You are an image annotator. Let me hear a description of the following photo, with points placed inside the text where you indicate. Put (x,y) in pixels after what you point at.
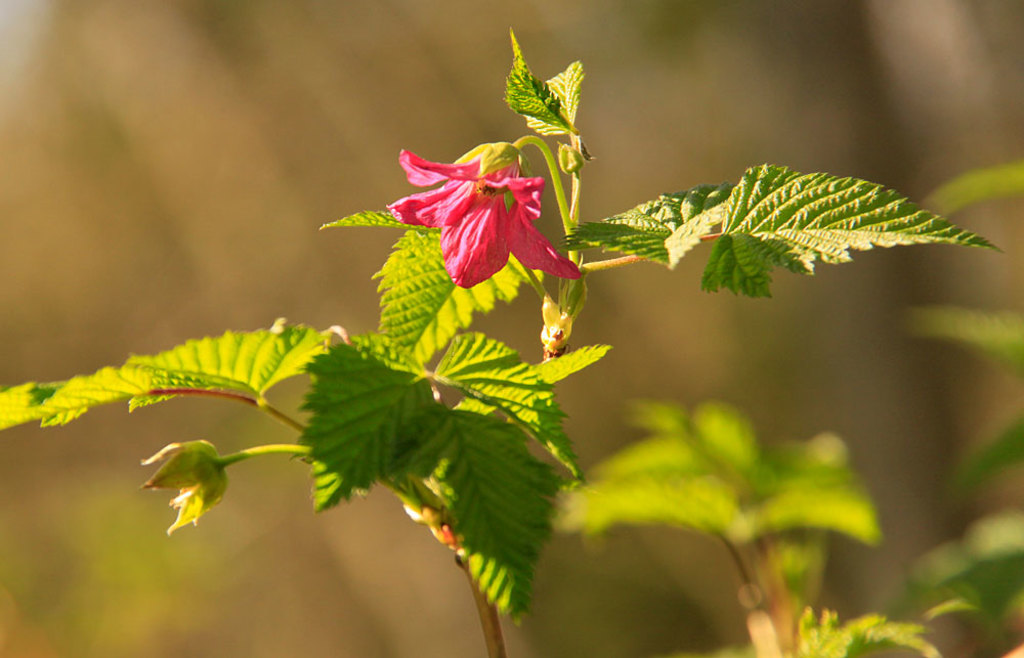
This image consists of a flower (483,255) in pink color along with green leaves (472,496). The background (48,619) is blurred.
